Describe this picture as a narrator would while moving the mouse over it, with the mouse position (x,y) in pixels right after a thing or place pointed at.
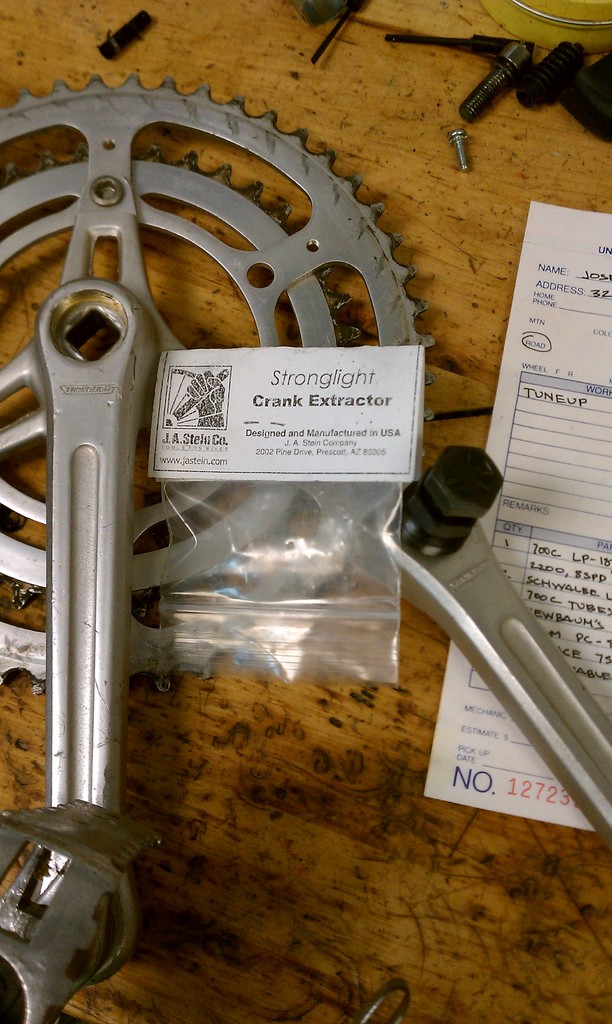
In this image we can see a pedal (126,593) with a chain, cover (220,549), tools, nuts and a paper (507,479) placed on a table (292,840).
